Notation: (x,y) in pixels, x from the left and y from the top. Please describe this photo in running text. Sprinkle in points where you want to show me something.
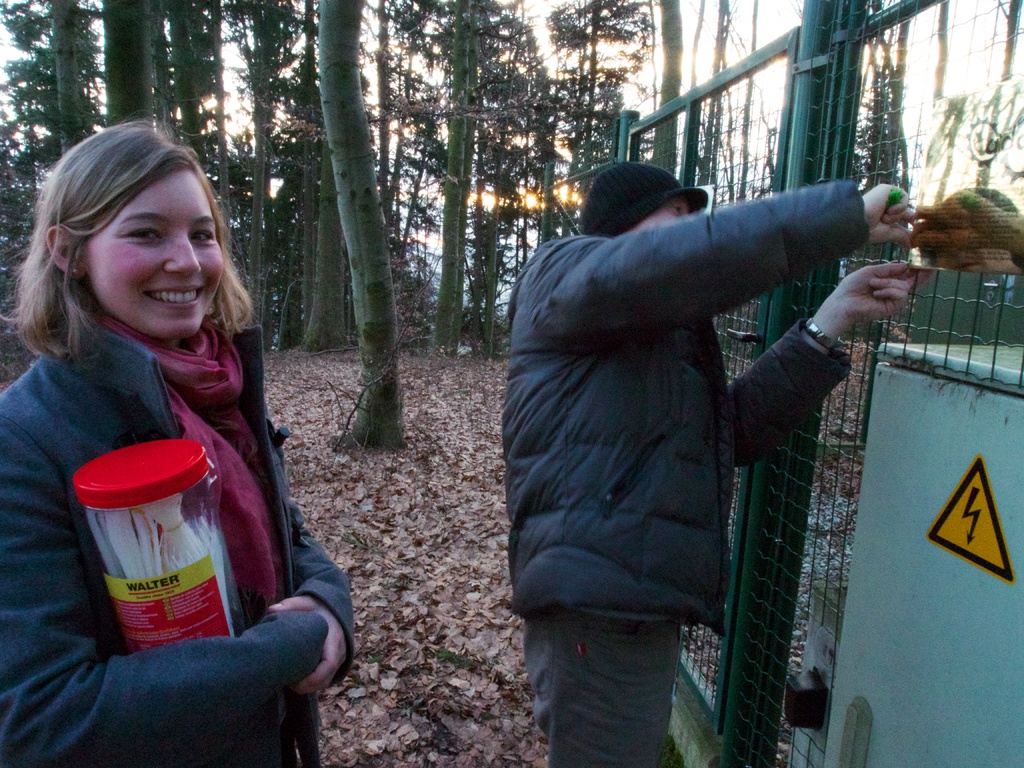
In this image I see a man (642,282) and a woman (60,295) and I see that this woman (83,419) is smiling and holding a thing (155,553) in hands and I see the fencing (973,338) over here and I see a sign (964,549) over here. In the background (125,29) I see the trees (302,262) and the sky (403,176) and I see the leaves (442,453) on the ground (373,488).
